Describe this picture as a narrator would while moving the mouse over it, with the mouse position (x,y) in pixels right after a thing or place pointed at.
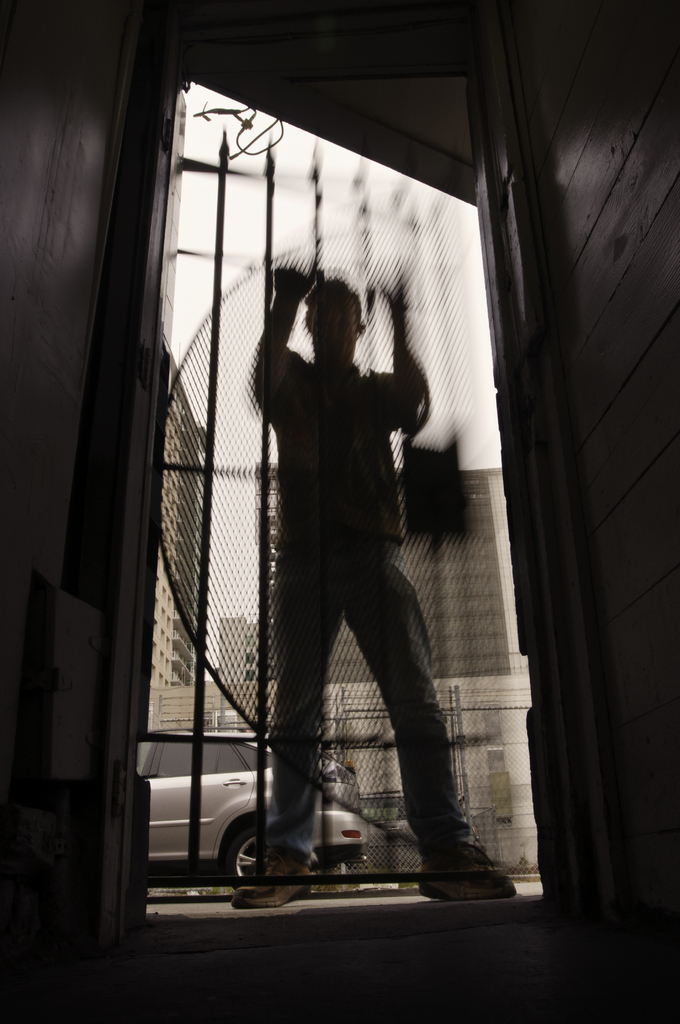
In this picture there is a man (339,331) in the center of the image (382,434) in front of a gate (208,469) and there are buildings (164,674) and a car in the background area of the image (357,730).
